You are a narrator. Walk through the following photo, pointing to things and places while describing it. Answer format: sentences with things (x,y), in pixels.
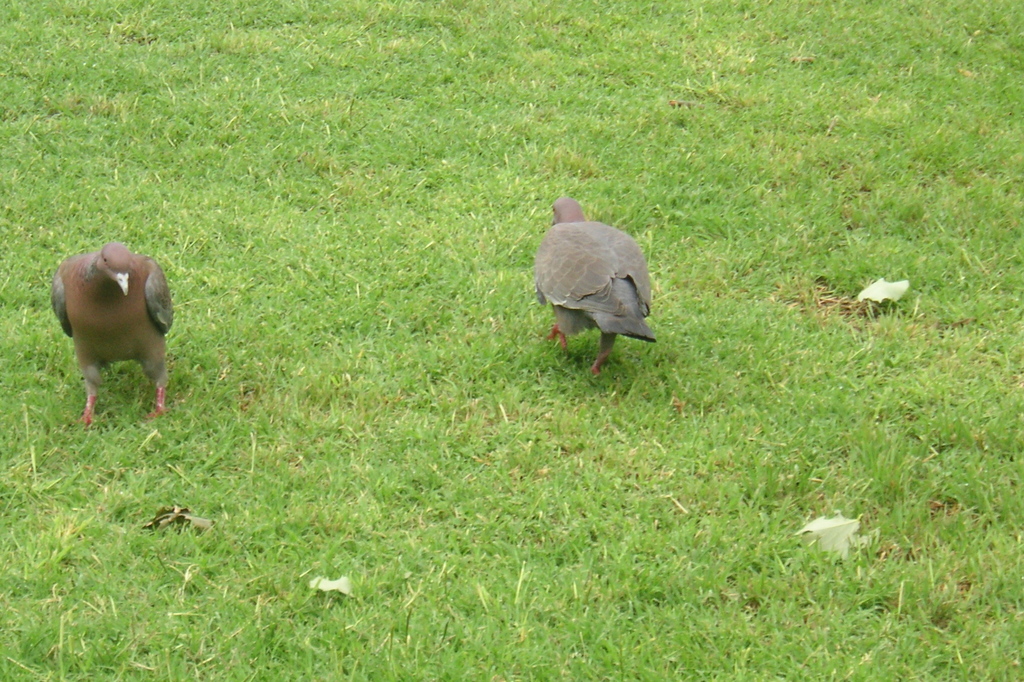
In this image I can see two birds (539,283) on grass (673,445). This image is taken may be in a park (406,291).
